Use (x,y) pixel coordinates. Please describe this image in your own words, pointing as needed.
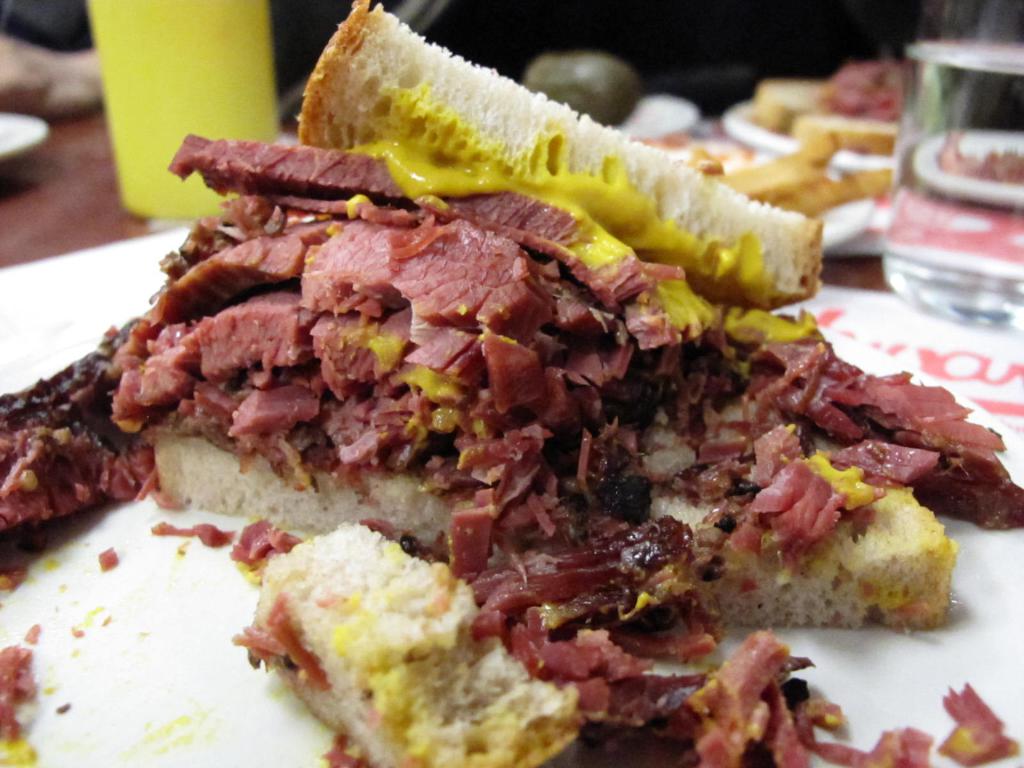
On this white plate (54,722) there is a food (449,310). Here we can see glasses (184,118).
